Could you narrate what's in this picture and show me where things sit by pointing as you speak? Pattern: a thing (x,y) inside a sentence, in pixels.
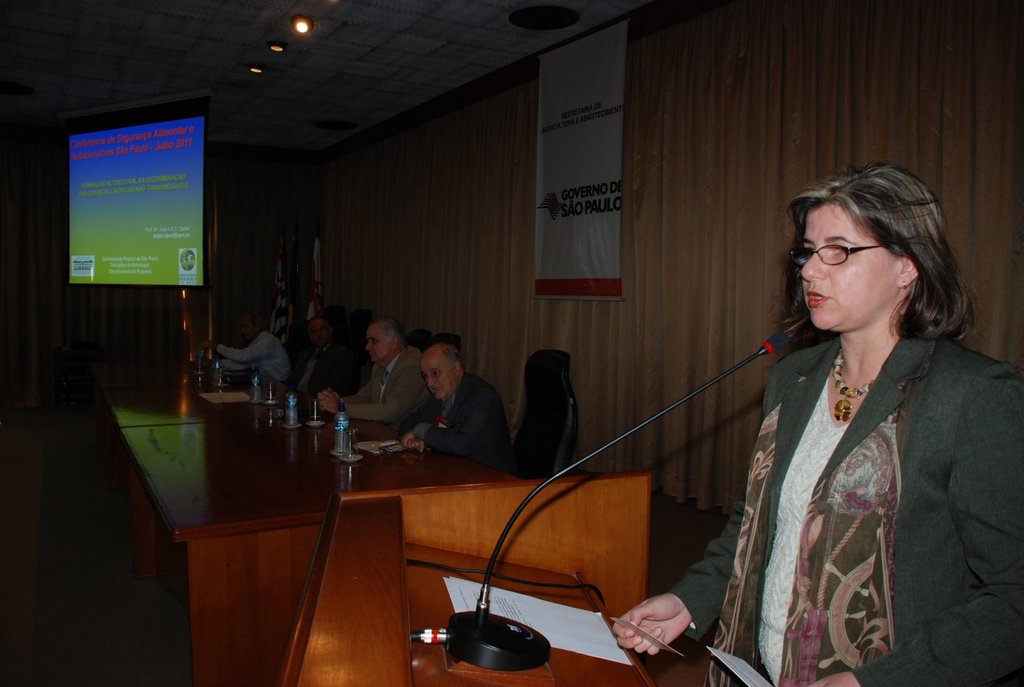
In this image I can see group of people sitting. In front (909,466) the person (926,466) is standing and I can also see the podium (450,523) and the microphone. In the background (153,222) I can see the projection screen (155,233) and I can also see few lights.
